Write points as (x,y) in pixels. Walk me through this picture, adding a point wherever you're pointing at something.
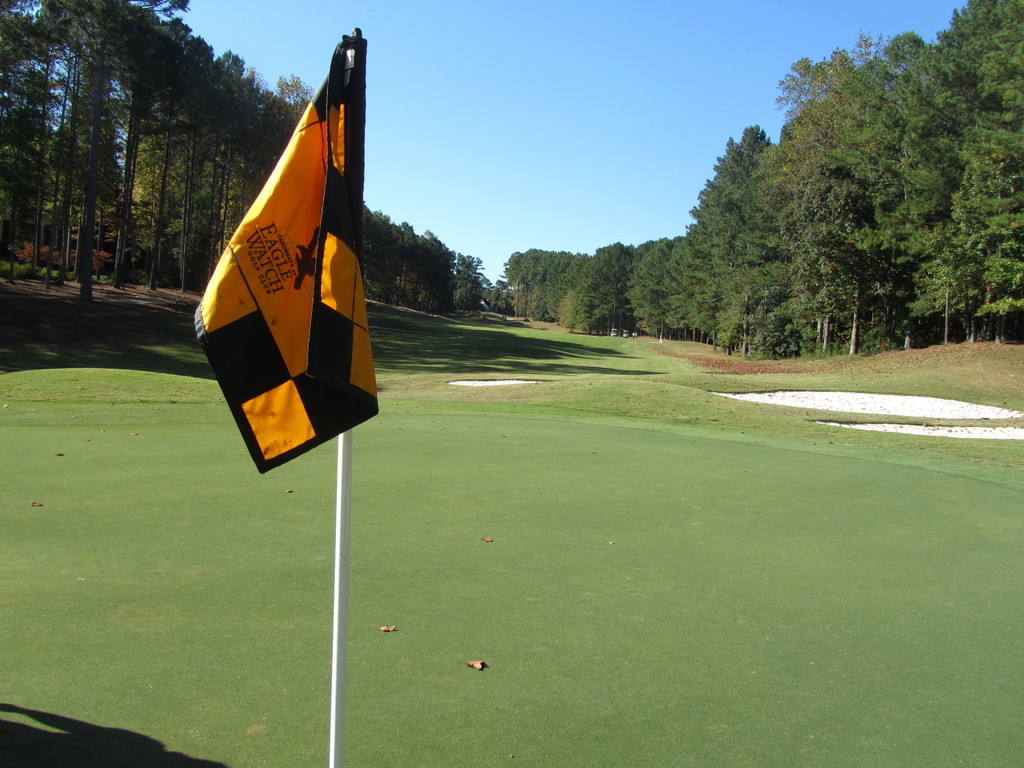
In this image there is the sky (590,108) truncated towards the top of the image (524,91), there are trees (538,271), there are trees (970,186) truncated towards the right of the image (982,199), there are trees (157,175) truncated towards the left of the image (45,209), there is the grass (83,460) truncated towards the left of the image (43,488), there is the grass (51,514) truncated towards the bottom of the image (748,708), there is the grass (861,680) truncated towards the right of the image (946,670), there is a flag (324,327), there is a pole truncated towards the bottom of the image (340,615), there are dried leaves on the grass (624,515).
